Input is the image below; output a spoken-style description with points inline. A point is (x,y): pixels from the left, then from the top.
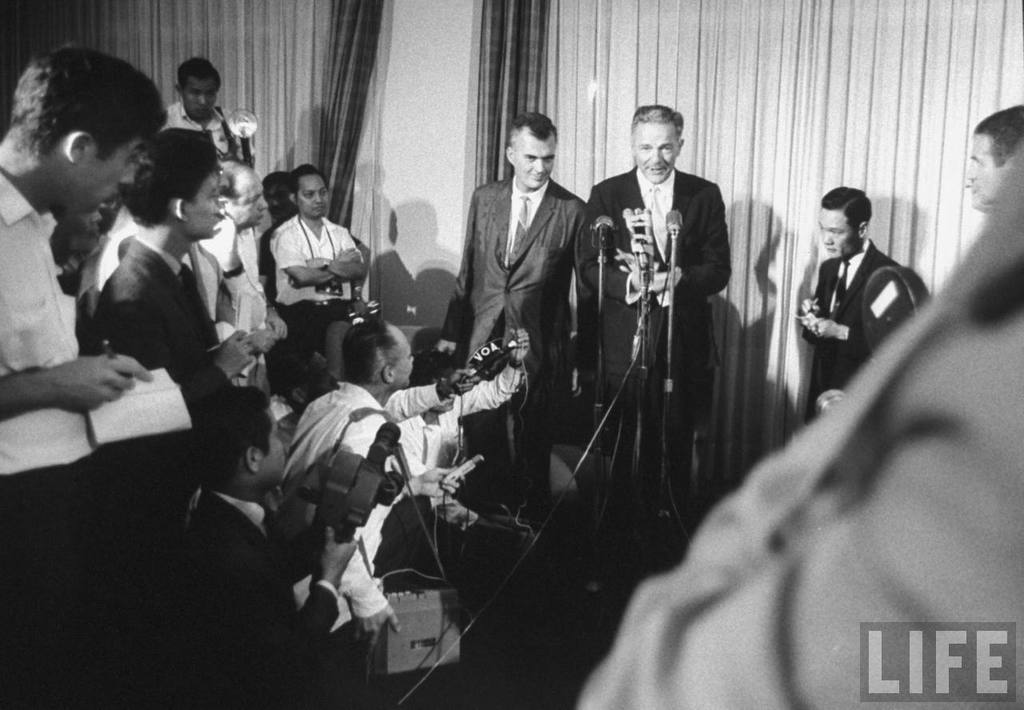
This is a black and white picture and in this picture we can see a group of people (590,338) where some are standing and some are sitting, mics (673,229), cameras (305,526), book (137,414), pen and in the background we can see curtains (563,68).
